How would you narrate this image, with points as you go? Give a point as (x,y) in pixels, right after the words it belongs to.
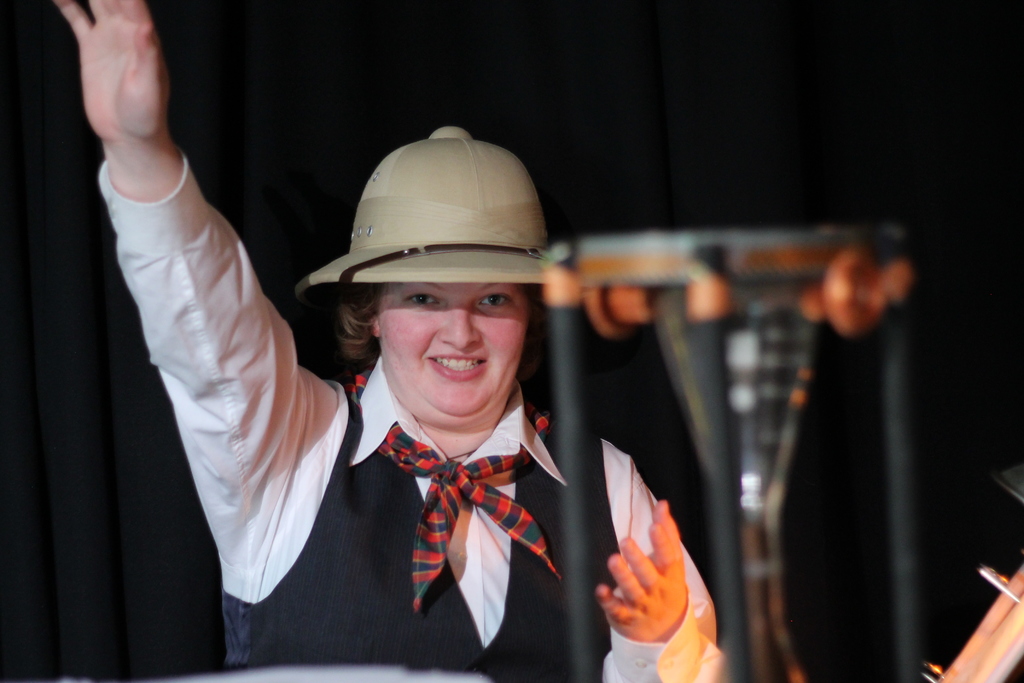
In this image there is a woman (385,359) standing towards the bottom of the image (452,473), she is wearing a hat (432,203), there are objects (783,649) towards the bottom of the image (680,483), at the background of the image (830,127) there is a curtain (846,163), the background of the image (576,118) is dark.
